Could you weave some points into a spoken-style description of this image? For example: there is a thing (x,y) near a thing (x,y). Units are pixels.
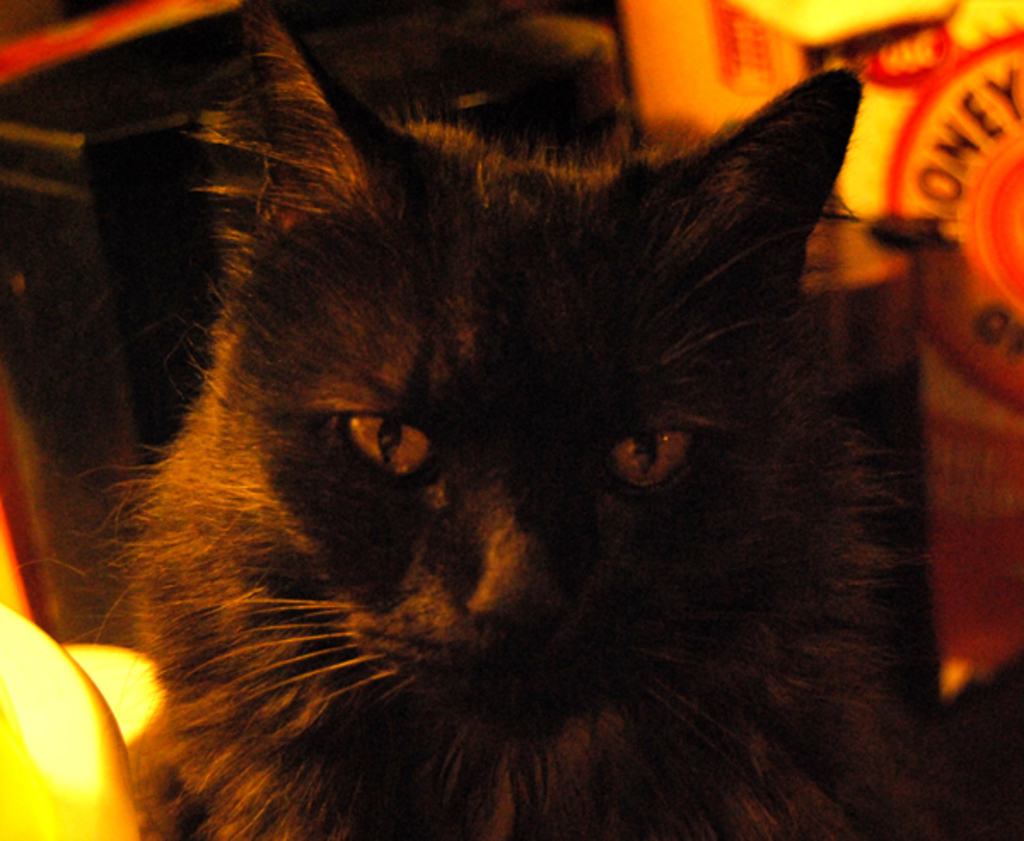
In the center of the image (590,328), we can see a cat (521,379) and in the background (625,93), there are some objects (947,137) and we can see some text (933,196).
